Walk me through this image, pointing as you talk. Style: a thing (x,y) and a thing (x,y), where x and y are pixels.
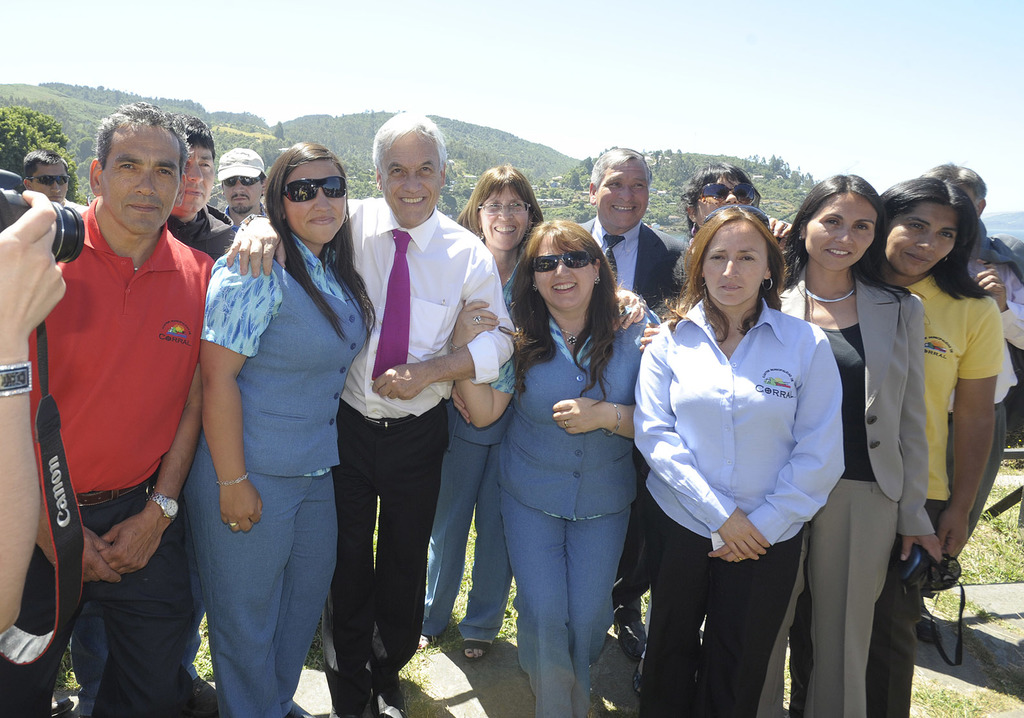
In this image we can see many persons (569,549) standing on the ground (995,566). In the background (96,118) we can see hills (662,159), trees (453,173), houses (555,183) and sky (478,67).
